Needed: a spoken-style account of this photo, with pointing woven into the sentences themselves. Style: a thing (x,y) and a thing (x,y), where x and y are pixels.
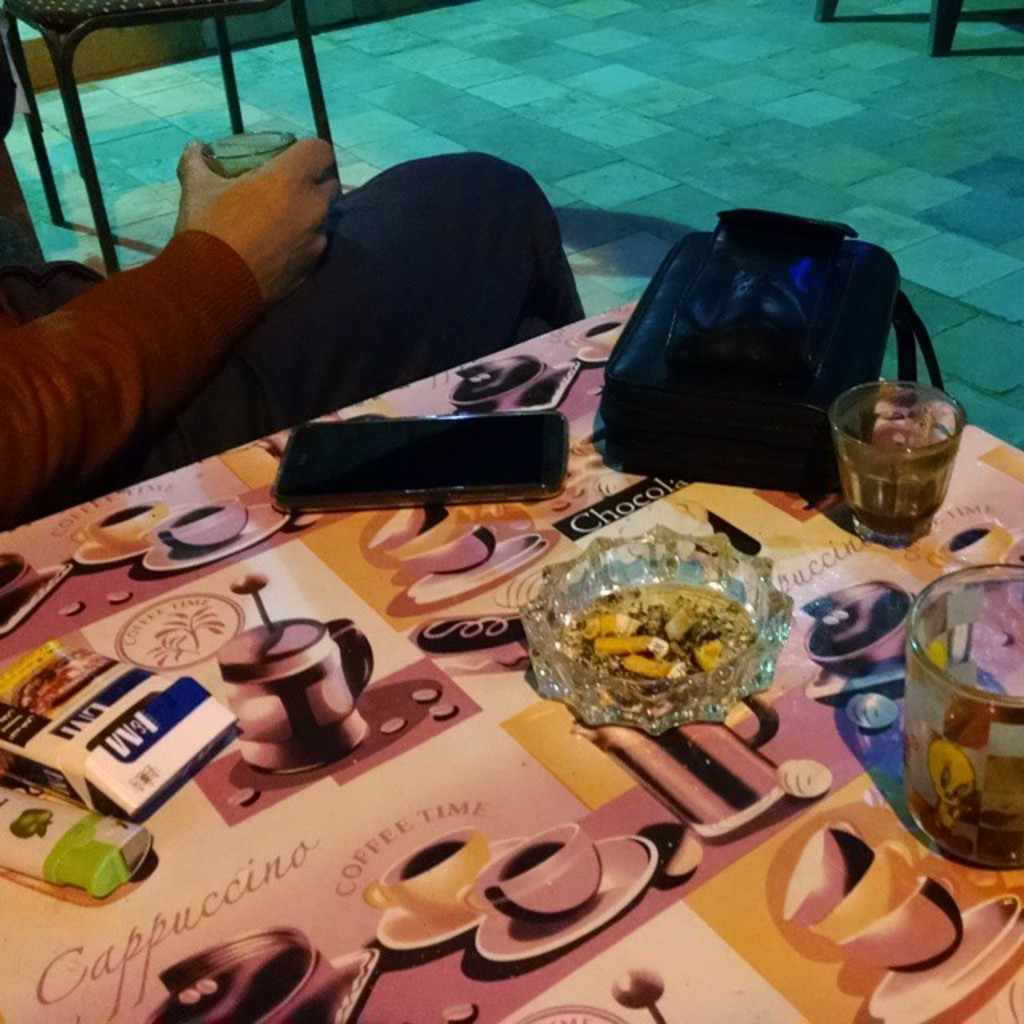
In this picture we can see a person's hand (222,225) is holding a glass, table (465,1017) with a mobile (422,481), glasses (889,536), bag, bowl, lighter (101,850) and a cigarette box (122,789) on it. In the background (199,125) we can see a chair (74,110) on the floor (700,107).
